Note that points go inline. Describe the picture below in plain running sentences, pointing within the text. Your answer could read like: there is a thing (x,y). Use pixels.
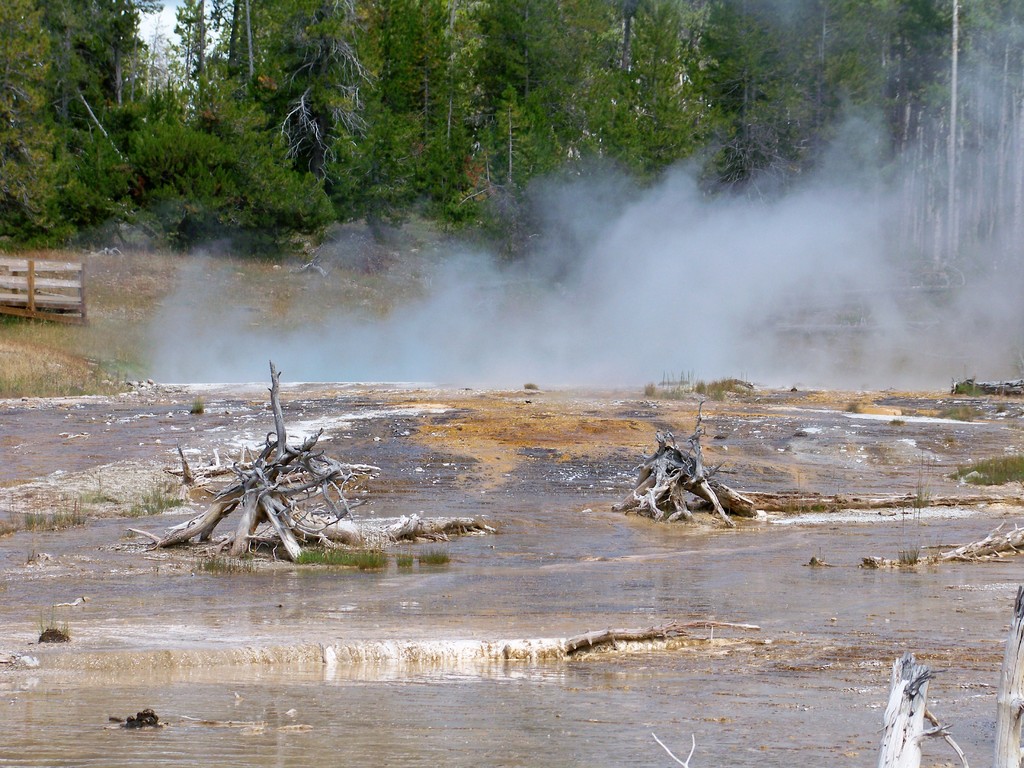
In this picture we can see water (596,619) and wooden trunks (703,489), in the background (670,258) we can see smoke (536,233) and few trees (499,136).
